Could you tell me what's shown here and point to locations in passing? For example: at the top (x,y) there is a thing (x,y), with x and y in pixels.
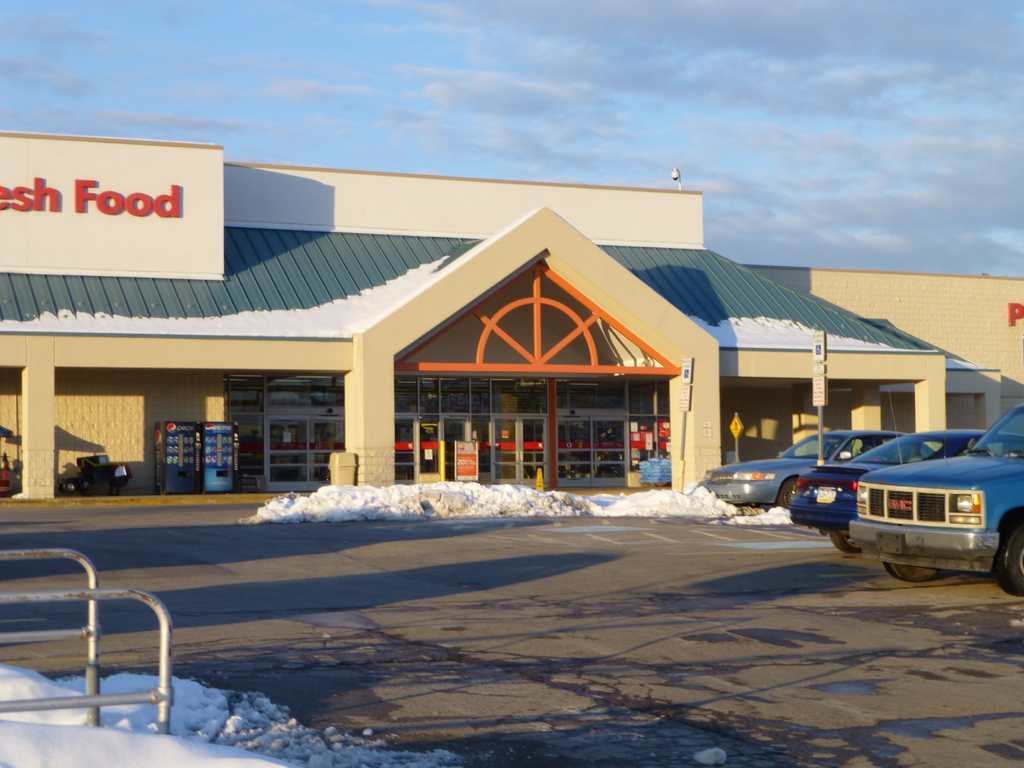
Vehicles (793,466) are on the road (379,529). In-front of this store (311,327) there are boards (684,372), bin (347,483), snow (648,511) and signboards (474,471). This is hoarding (75,185). Sky (460,85) is cloudy. Here we can see rods (31,553).
